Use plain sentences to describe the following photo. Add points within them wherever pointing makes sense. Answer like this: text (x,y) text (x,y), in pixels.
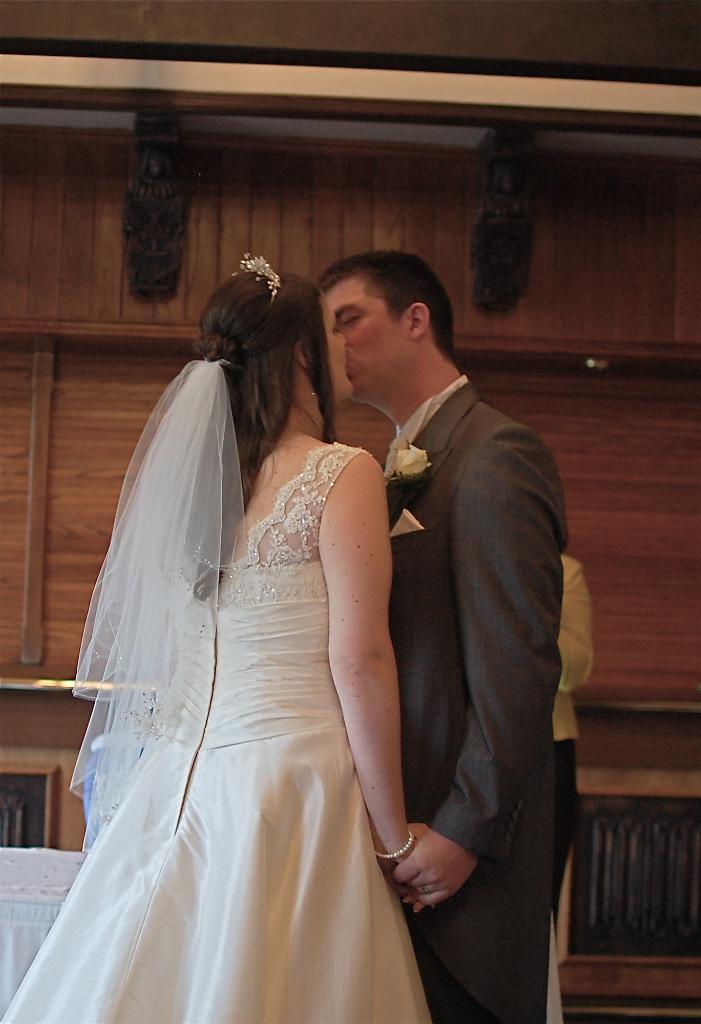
There is a man (402,711) and a woman (315,669). Woman (248,517) is wearing a crown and a veil (151,527). Man (438,507) is having a flower (408,473) on the coat (436,494). In the back (181,246) there is a wooden wall (143,376).
